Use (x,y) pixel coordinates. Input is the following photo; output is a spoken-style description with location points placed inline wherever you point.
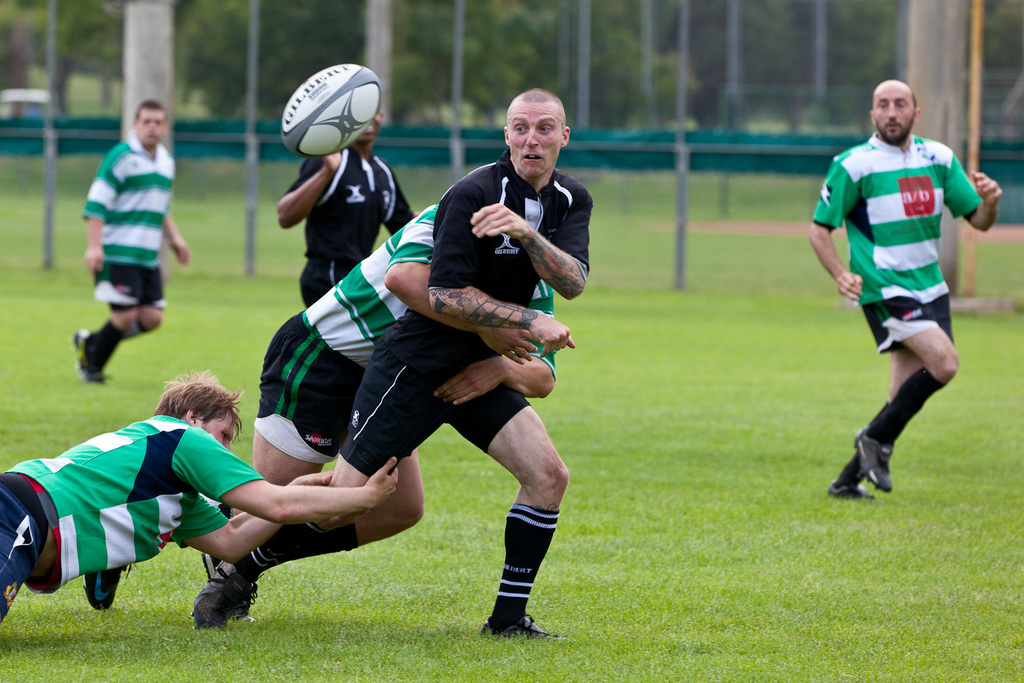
This is a playing ground (248,430). Here I can see few men (310,426) wearing t-shirts (468,244), shorts (367,420) and playing a game. They are running towards the right side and two men (209,459) are holding one person (547,228). Here I can see the ball (316,131). In the background (250,53) there are few poles (737,110) and trees (320,26). On the ground (704,534), I can see the grass (667,495).
